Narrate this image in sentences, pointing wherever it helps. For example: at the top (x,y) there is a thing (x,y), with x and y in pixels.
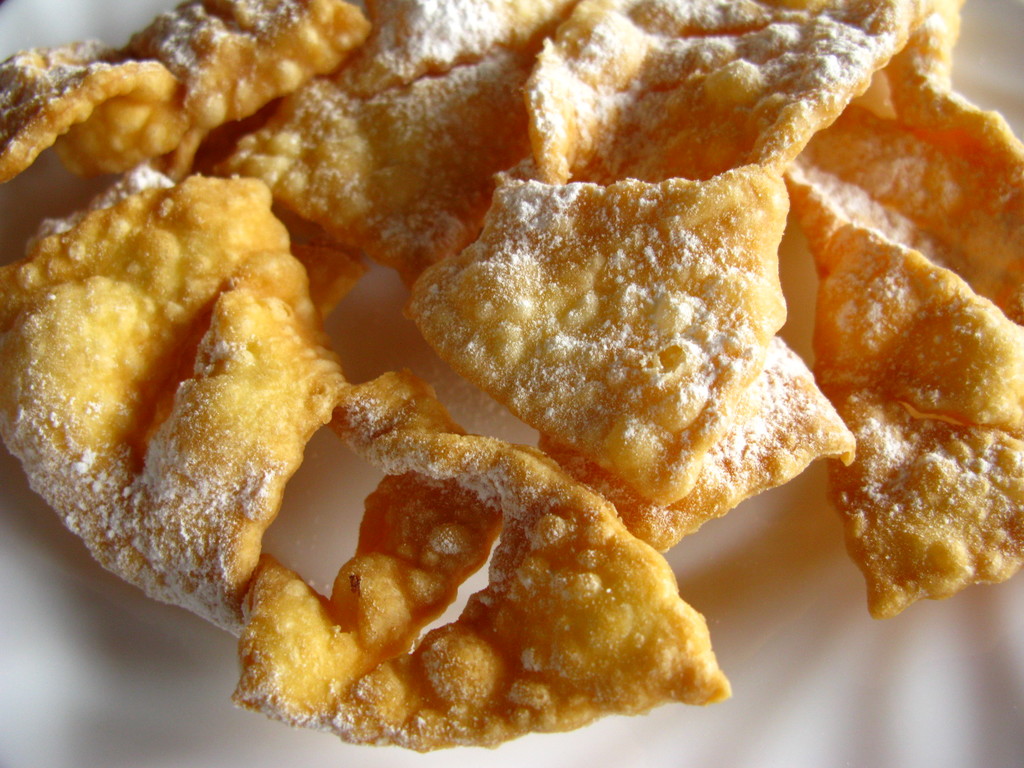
In this image we can see there is a food item (493,350) placed on a plate (814,629).
